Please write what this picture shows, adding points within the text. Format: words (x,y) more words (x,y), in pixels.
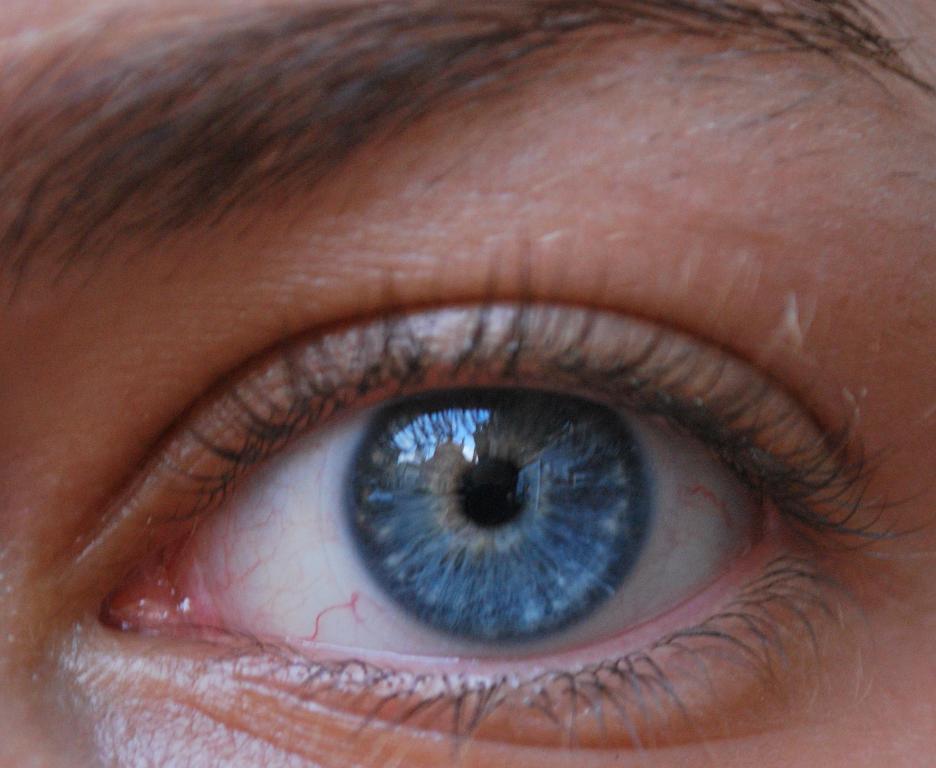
In this image I can see a person eye (436,598) and eyebrows (200,148) visible.
